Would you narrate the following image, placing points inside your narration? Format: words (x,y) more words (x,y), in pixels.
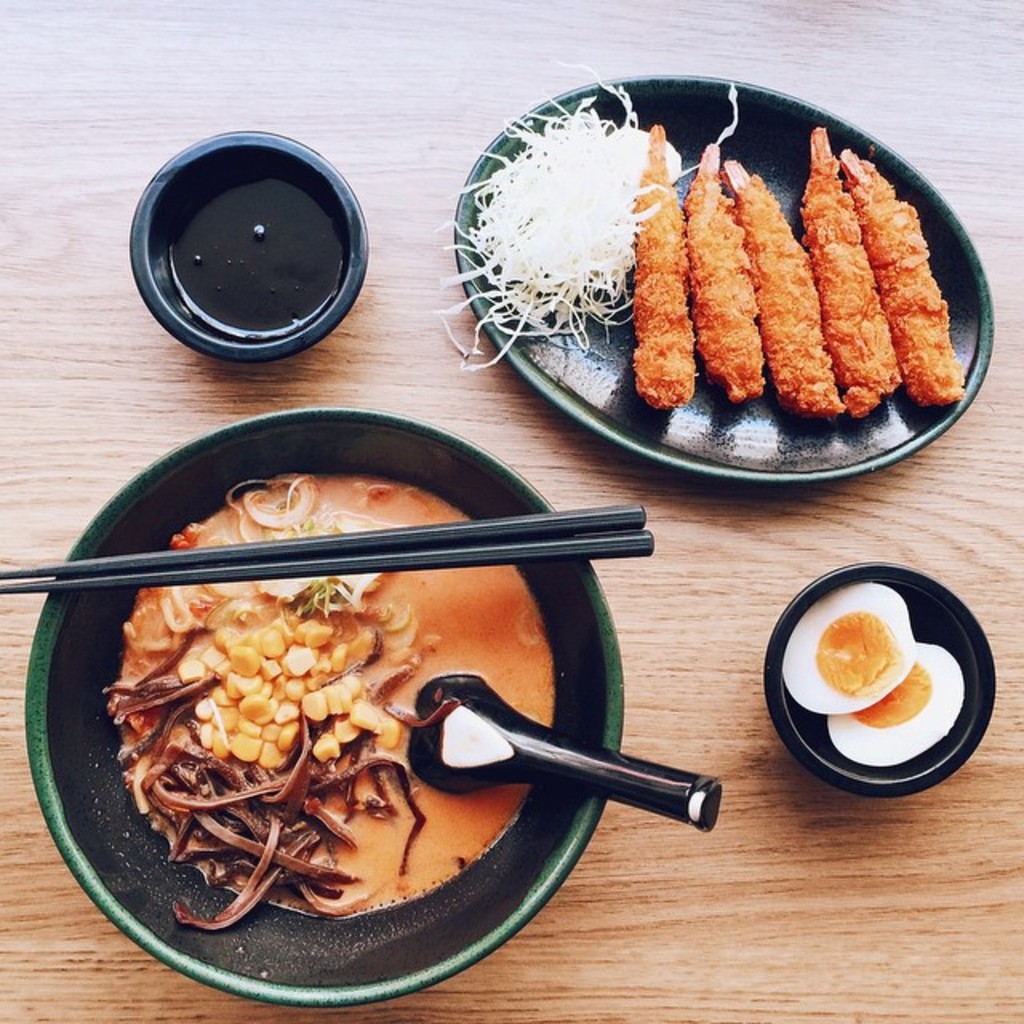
In this image there is a table (419,288) having bowls (343,312) and a plate (669,426) are on it. Right side (905,744) there is a bowl (961,736) having two slices (874,738) of eggs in it. Bottom of image (184,700) there is a bowl (117,654) having some food (245,722), spoon (428,749) in it. Two chopsticks (331,575) are on the bowl (58,627). Left side (252,221) there is a bowl (269,215) having sauce (257,252) in it. Plate (579,253) is having some food (710,310) on it.
